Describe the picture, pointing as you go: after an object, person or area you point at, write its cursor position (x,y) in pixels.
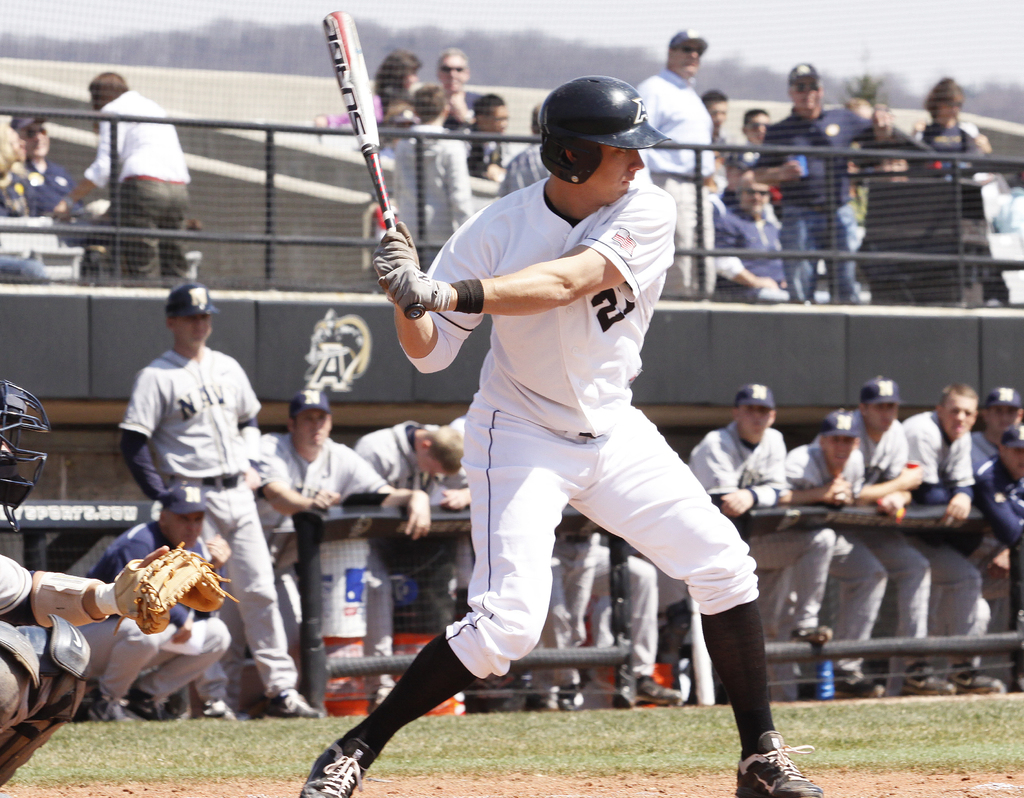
In the center of the image (403,335) there is a person (552,107) holding a baseball bat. In the background of the image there are people (322,417) standing in stands (244,124).
